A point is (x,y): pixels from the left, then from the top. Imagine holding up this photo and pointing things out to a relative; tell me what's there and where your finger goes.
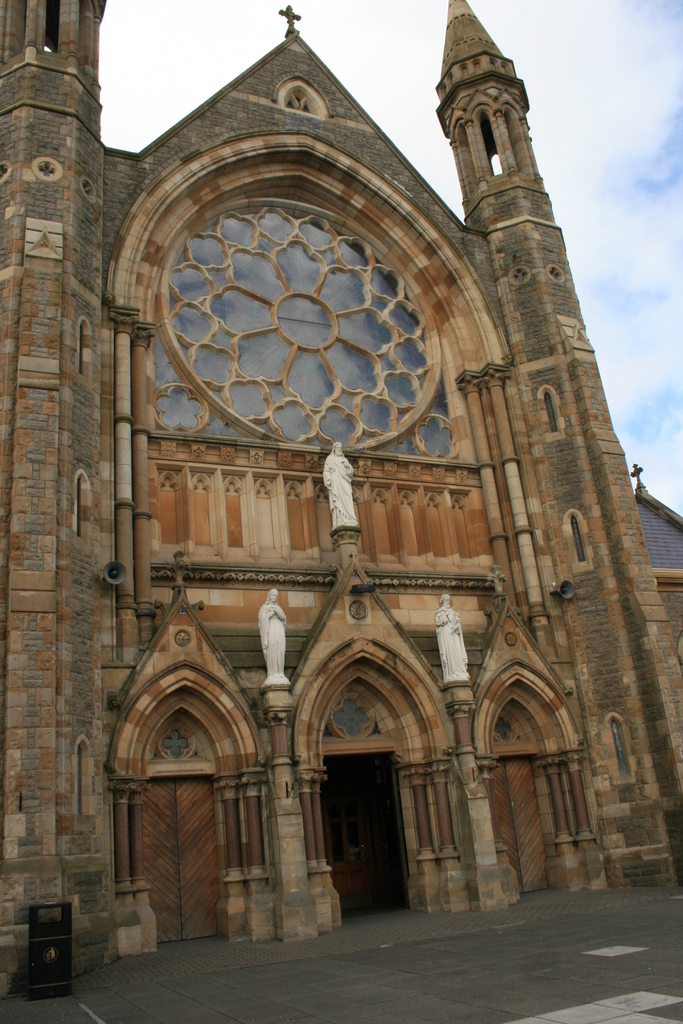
In the image there is a building (130,545) with walls (383,639), windows (344,259), pillars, statues (330,472), arches (78,470) and doors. And also there are doors (346,856). At the top of the building (318,420) there is a cross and also there is roof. At the top of the image (412,62) there is sky (625,285) with clouds (612,123).
